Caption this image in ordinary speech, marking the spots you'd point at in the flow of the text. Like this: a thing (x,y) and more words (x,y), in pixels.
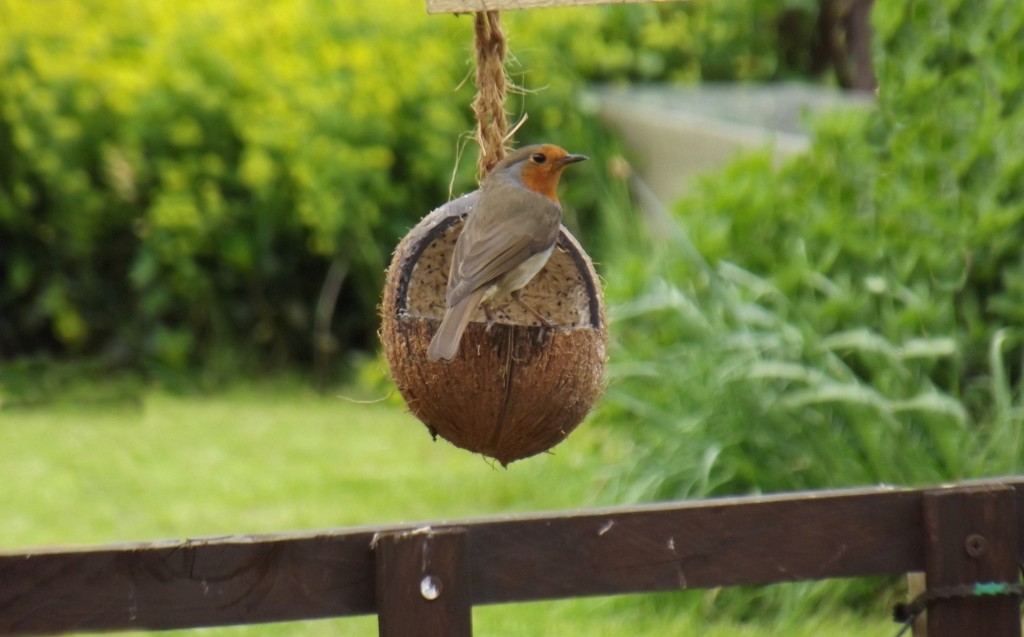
In the image there is a bird (476,247) standing on coconut shell (466,388) which tied to a rope (490,81), below it there is a wooden fence (558,557) and in the background (853,356) there plants (299,130) on a grassland (214,439).
